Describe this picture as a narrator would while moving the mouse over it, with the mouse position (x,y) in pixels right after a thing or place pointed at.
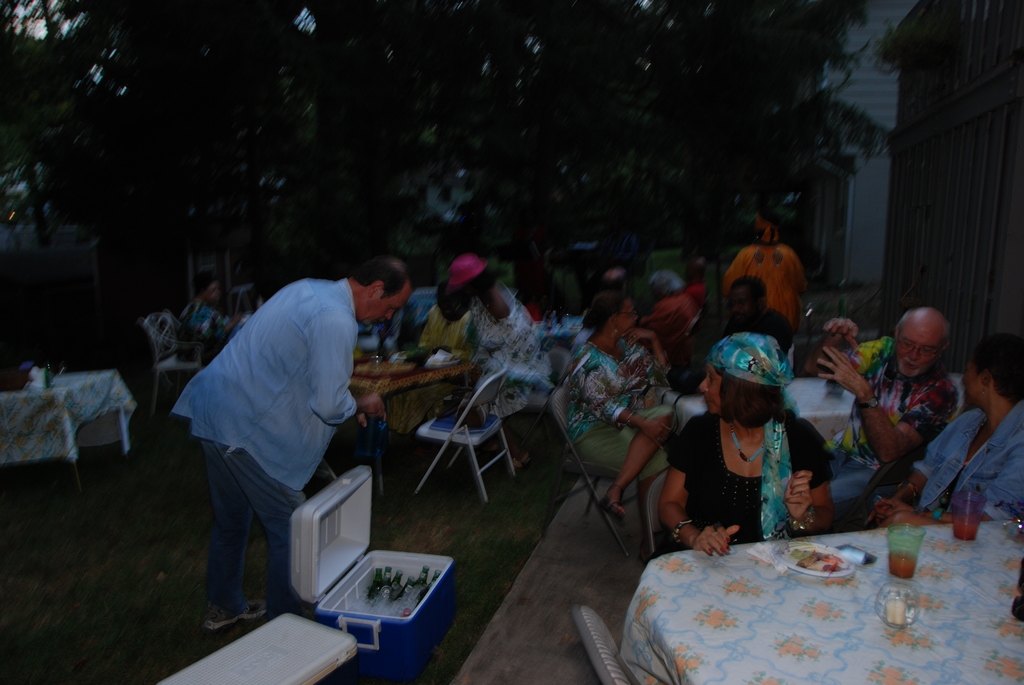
In this picture there are many people (217,318) are sitting on the table (847,398) and food eatables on top of it. There is a guy (324,379) opening a air cooler box (370,629) and inside it there are many glass bottles (400,587). In the background (94,188) there are many trees (366,132) and to the right side (912,214) there is a house (899,221).
